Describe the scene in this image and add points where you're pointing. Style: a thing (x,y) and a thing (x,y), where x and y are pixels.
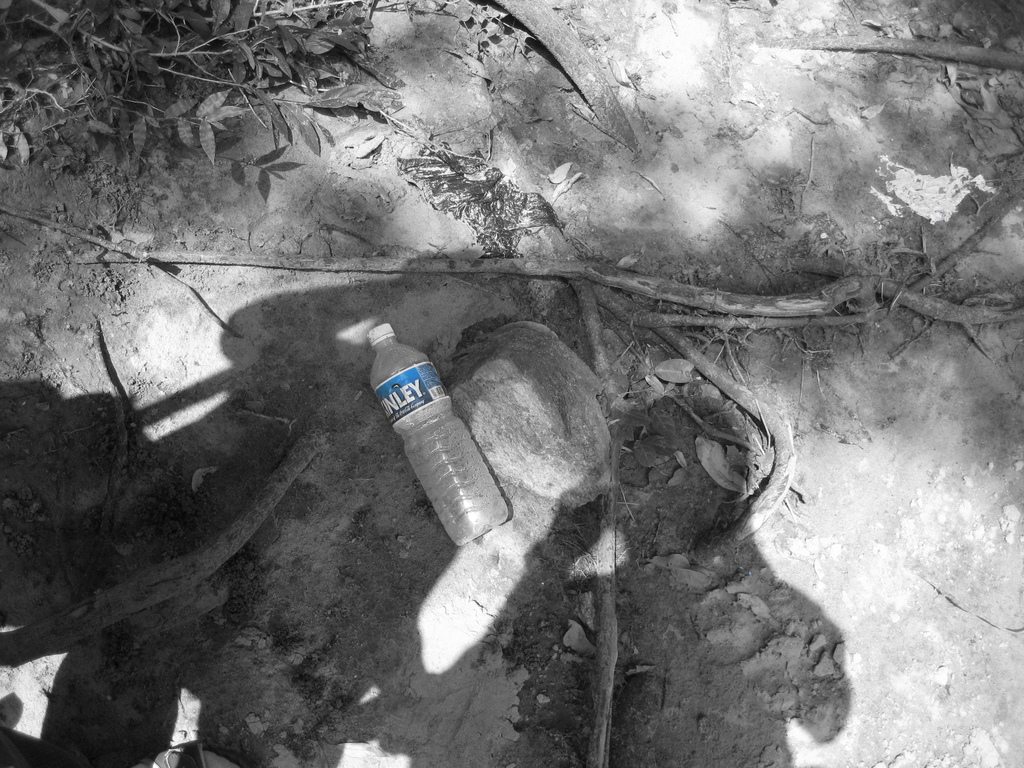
In this picture there is a bottle (443,401) on the floor (429,353) with white colour cap (379,335). At the left side (186,66) there are leaves (270,51).
